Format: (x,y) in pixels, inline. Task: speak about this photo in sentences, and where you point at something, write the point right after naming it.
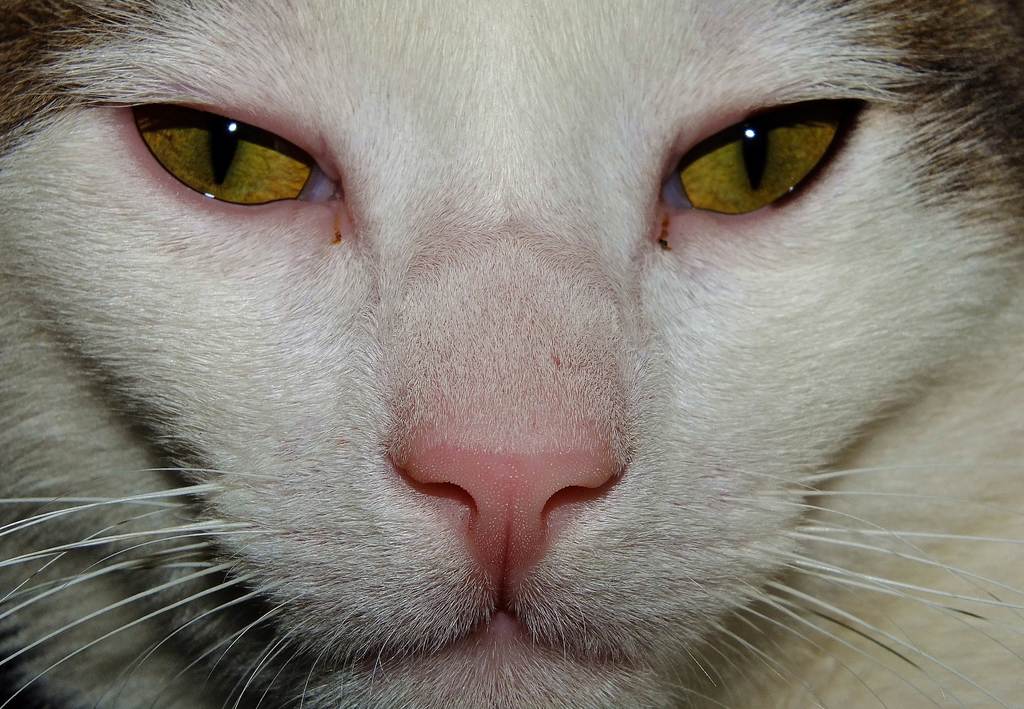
This picture shows a cat (344,125). It is black and white in color.
